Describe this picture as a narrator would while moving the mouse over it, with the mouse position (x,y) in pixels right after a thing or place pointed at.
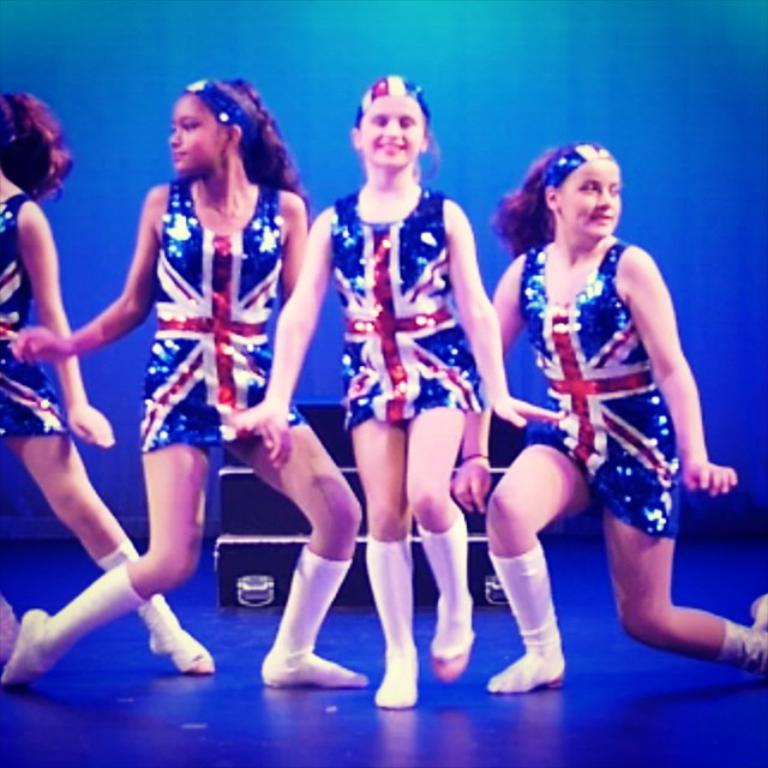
In this image I can see there are few girls (209,369) wearing colorful dresses (657,418) and socks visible on floor (61,719), in the background (739,353) I can see an object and blue color curtain (687,184).
